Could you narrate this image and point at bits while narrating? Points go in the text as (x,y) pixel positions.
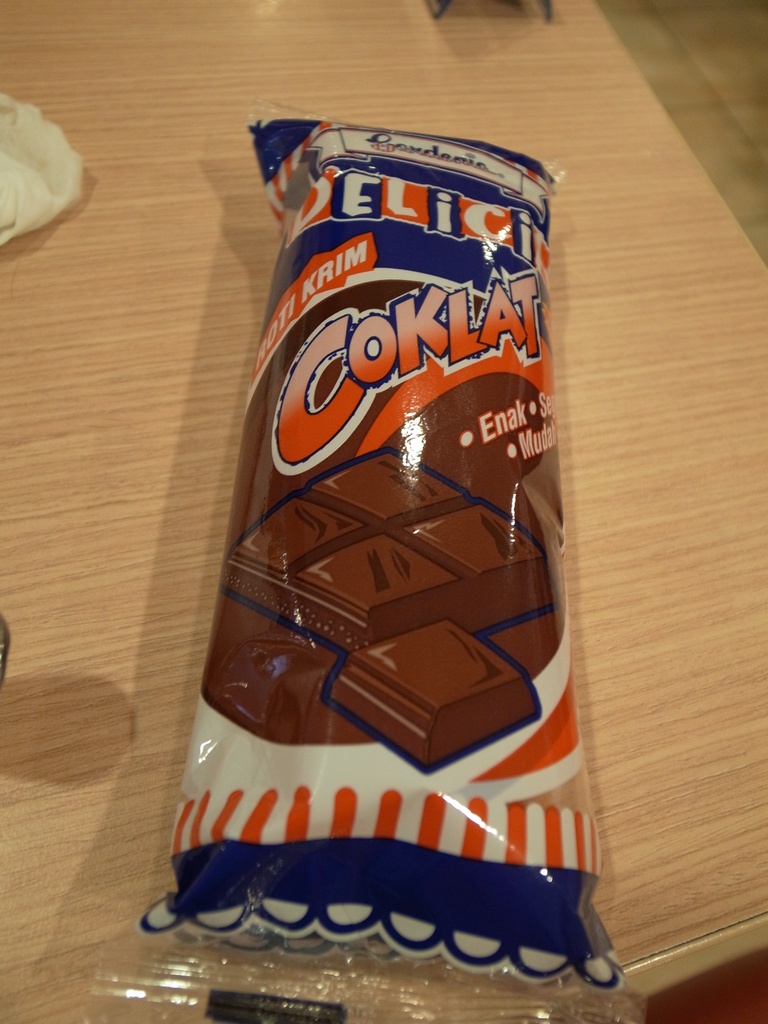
On this wooden surface (671,598) we can see a food packet (379,971). On this food packet (449,318) there is a picture (347,576) of chocolate cubes (435,714).
